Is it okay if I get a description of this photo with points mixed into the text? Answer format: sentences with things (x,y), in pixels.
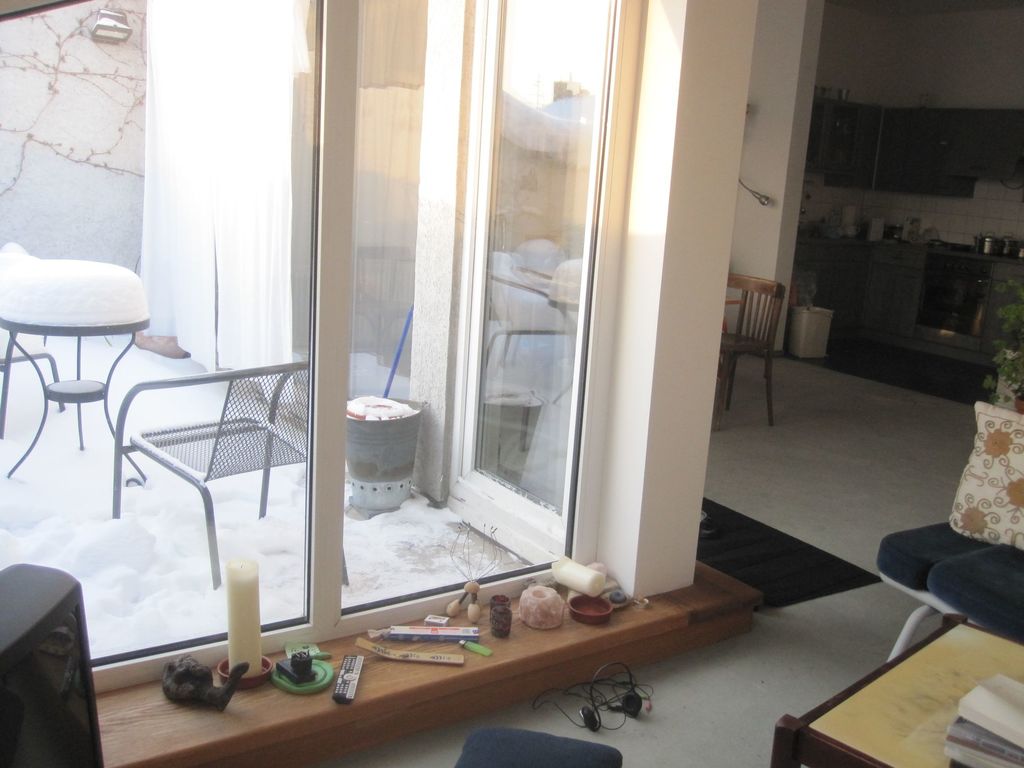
In this image, we can see candles (571,578), few objects (454,661), floor (853,556) with floor mat (771,563), chairs (880,558), cushion (995,523), table (908,720) and few things (811,341). Here we can see a glass doors (468,378). Through the glass (489,454), we can see the outside view (267,502). Here we can see snow (274,513), chair (218,461), table (16,332), bucket (370,445), curtains (188,202) and wall (76,181). On the right side of the image (807,250), we can see a kitchen platform (817,243), few things (824,343), cupboards (831,185) and objects (804,318).
